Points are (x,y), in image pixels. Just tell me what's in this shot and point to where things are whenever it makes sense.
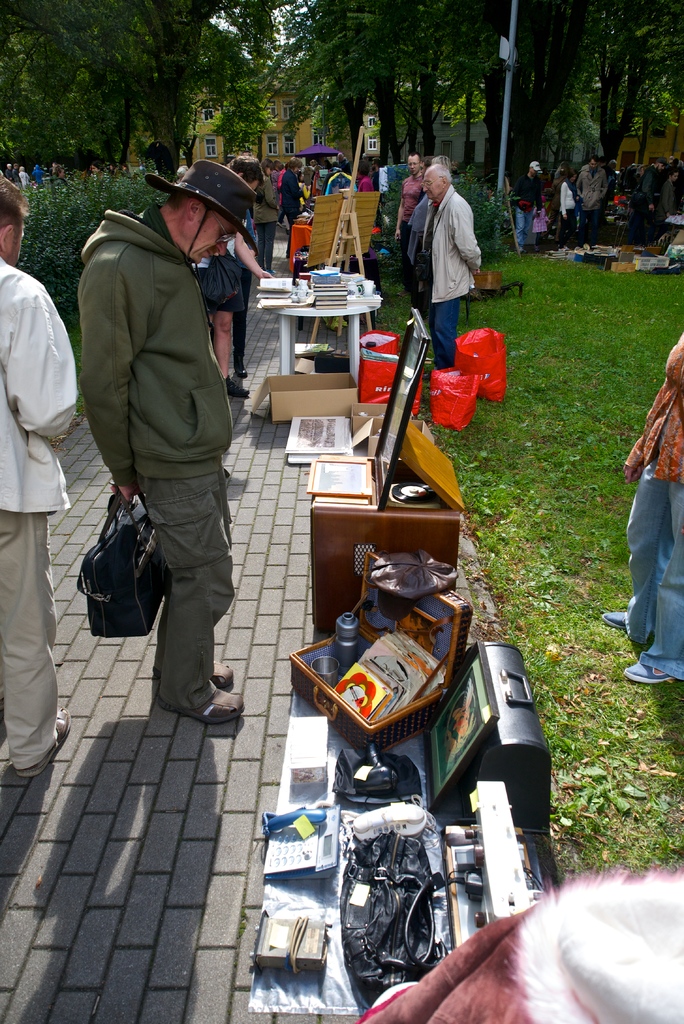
In this image, we can see a group of people (425,298) and some objects (352,489), tables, boards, carton box (315,395), carry bags (449,414). Here we can see a footpath (173,867). Right side of the image (601,409), there is a grass (529,631). Background (486,115) we can see so many trees (453,6), plants (65,261), houses (270,143) with windows (286,143), pole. Left side of the image (166,371), we can see a man (158,367) is holding a bag (127,556) and wearing a hat (228,178).
